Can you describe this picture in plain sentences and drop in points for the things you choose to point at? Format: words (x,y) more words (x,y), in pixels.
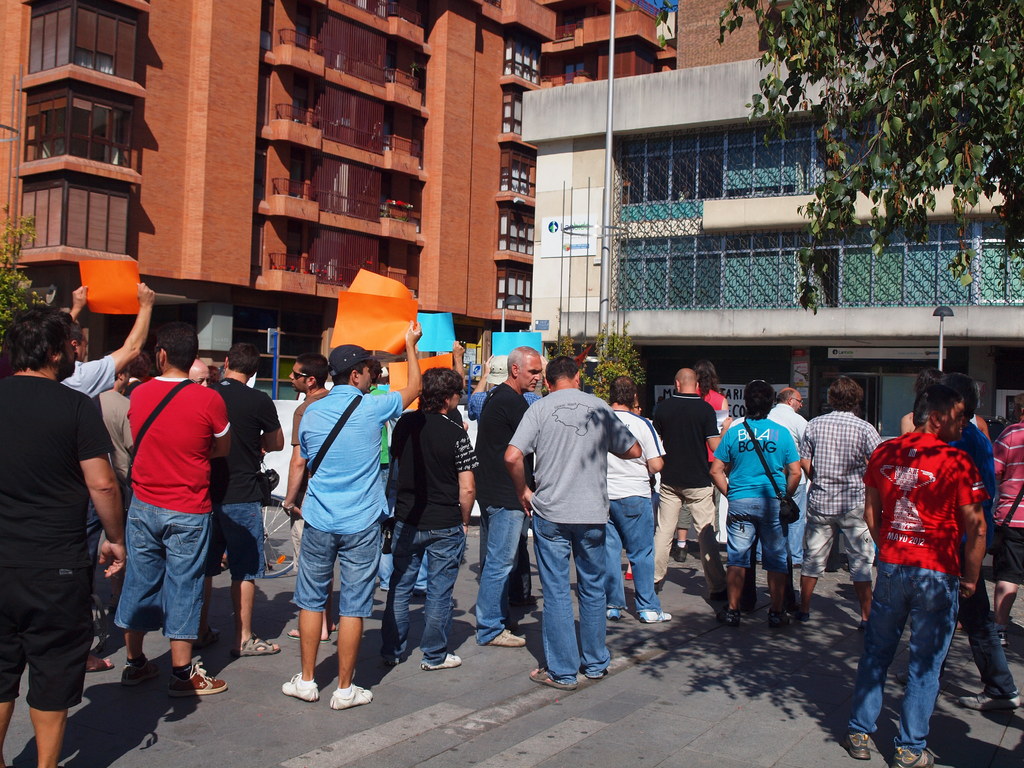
In this image we can see these people (111,432) are standing on the road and these people (335,450) are holding placards (502,348). Here we can see poles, trees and buildings (379,248) in the background (662,75).
